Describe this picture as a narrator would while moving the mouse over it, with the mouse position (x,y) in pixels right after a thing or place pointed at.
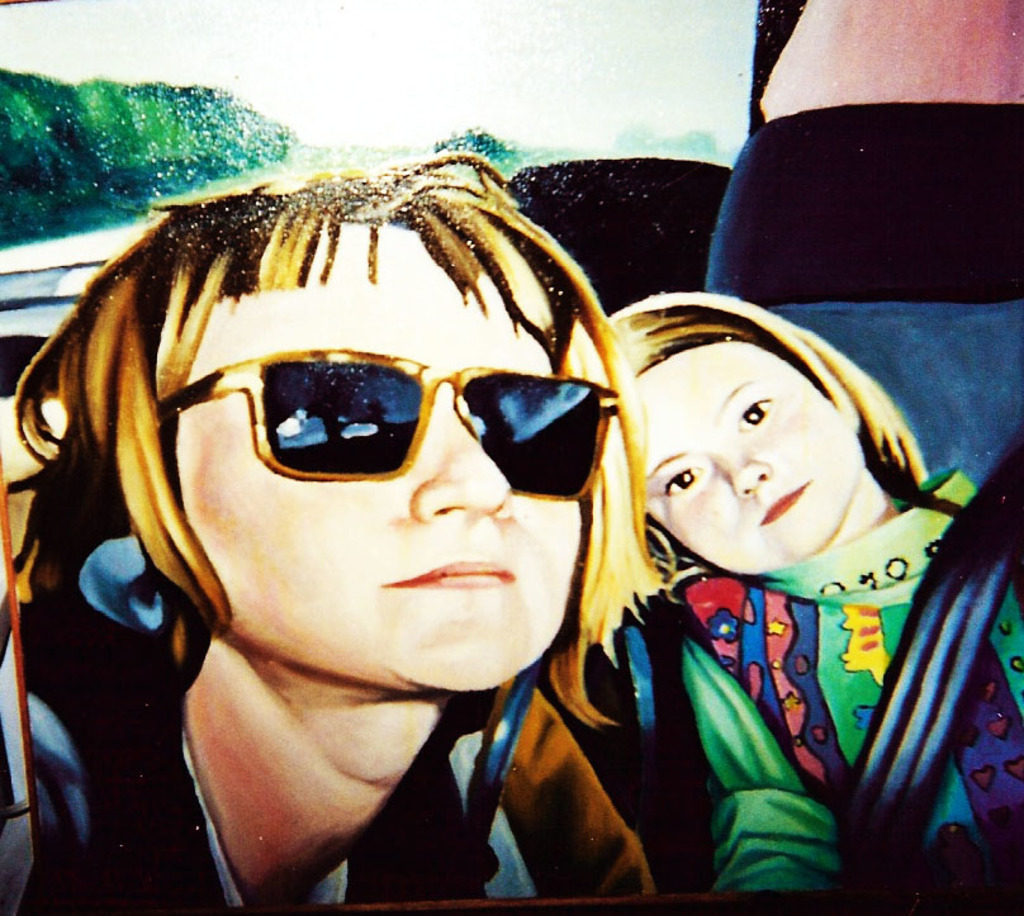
This picture is consists of a painting (740,298) in the image.
